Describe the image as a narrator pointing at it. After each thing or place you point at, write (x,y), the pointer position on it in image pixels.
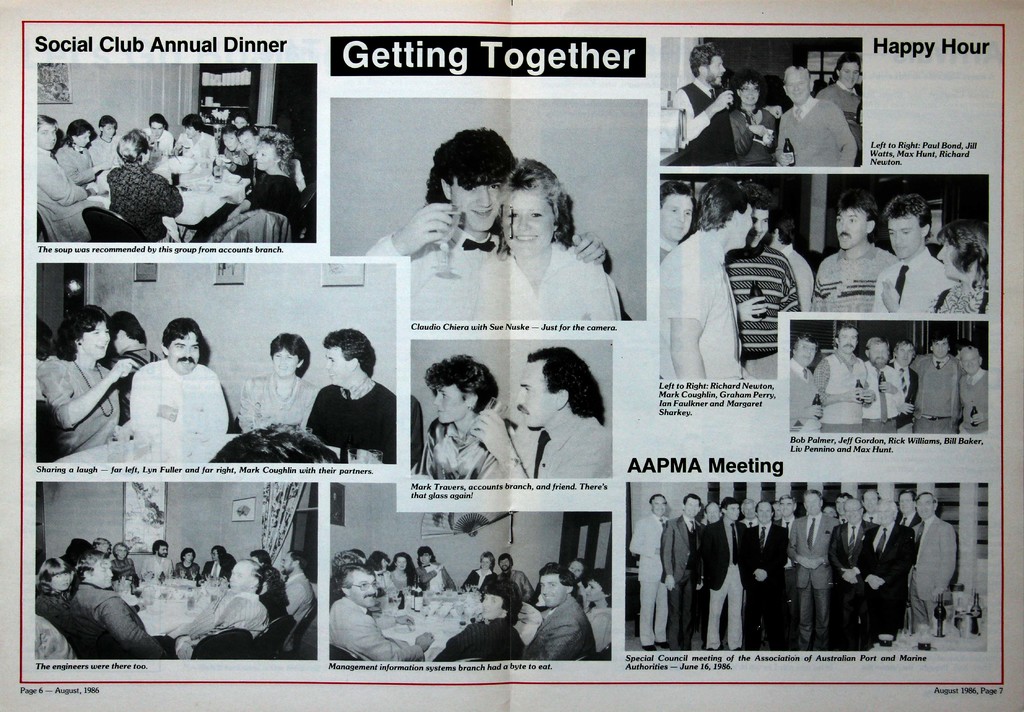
In the image we can see a paper (740,17), on the paper (106,105) few people (920,215) are standing and sitting and holding glasses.
